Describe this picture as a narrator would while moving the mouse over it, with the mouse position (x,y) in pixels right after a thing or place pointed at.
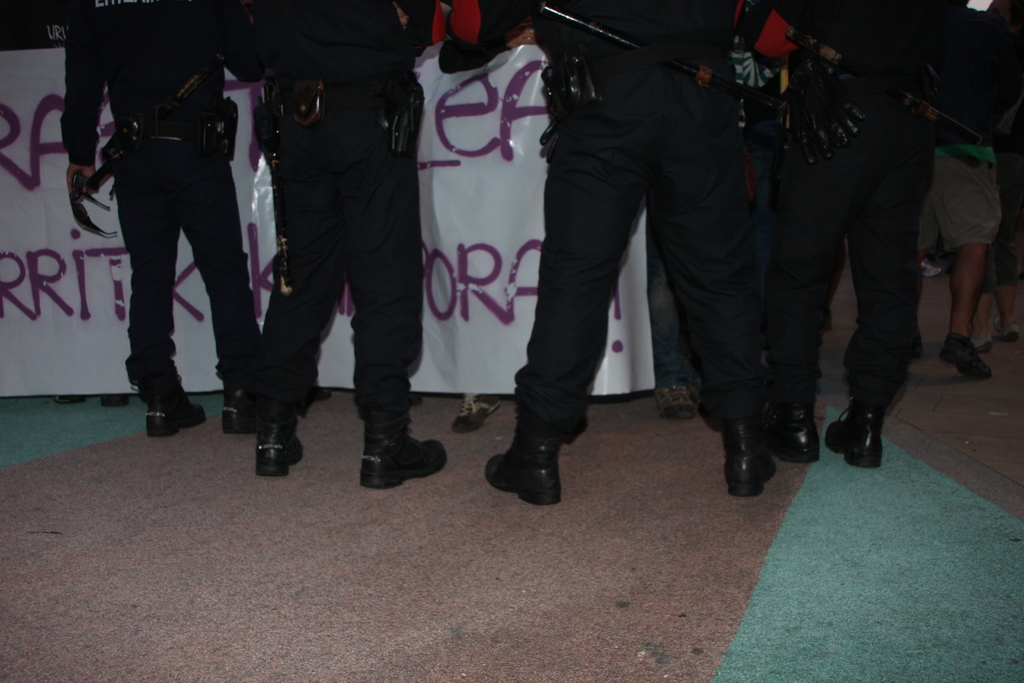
In this image I can see there are few persons (920,56) visible in front of the banner (457,119), on the banner (419,167) I can see text (483,264), persons (540,376) visible on the floor (832,387).
